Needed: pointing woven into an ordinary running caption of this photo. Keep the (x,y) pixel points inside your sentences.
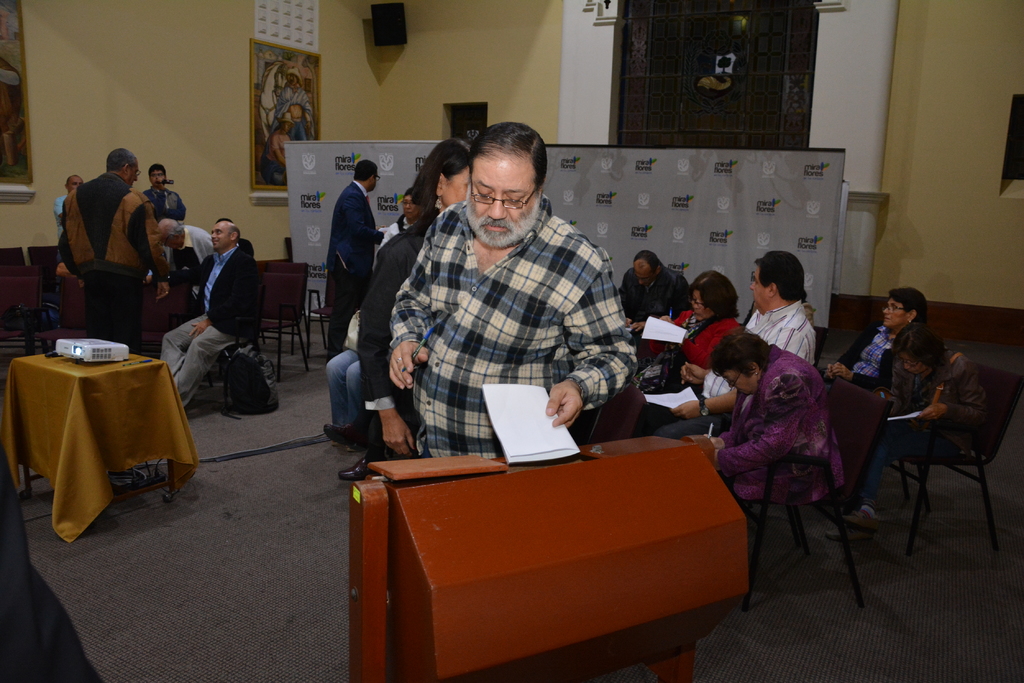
This picture shows a group of people (711,380) seated on the chairs (850,484) and a man (483,373) holding a paper (539,458) in his hand (562,404) and we see few (362,279) are standing on the back (351,217) and we see a banner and a backpack (225,389) and projector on the table (156,402) and we see a photo frame (271,165) on the wall (250,167).
